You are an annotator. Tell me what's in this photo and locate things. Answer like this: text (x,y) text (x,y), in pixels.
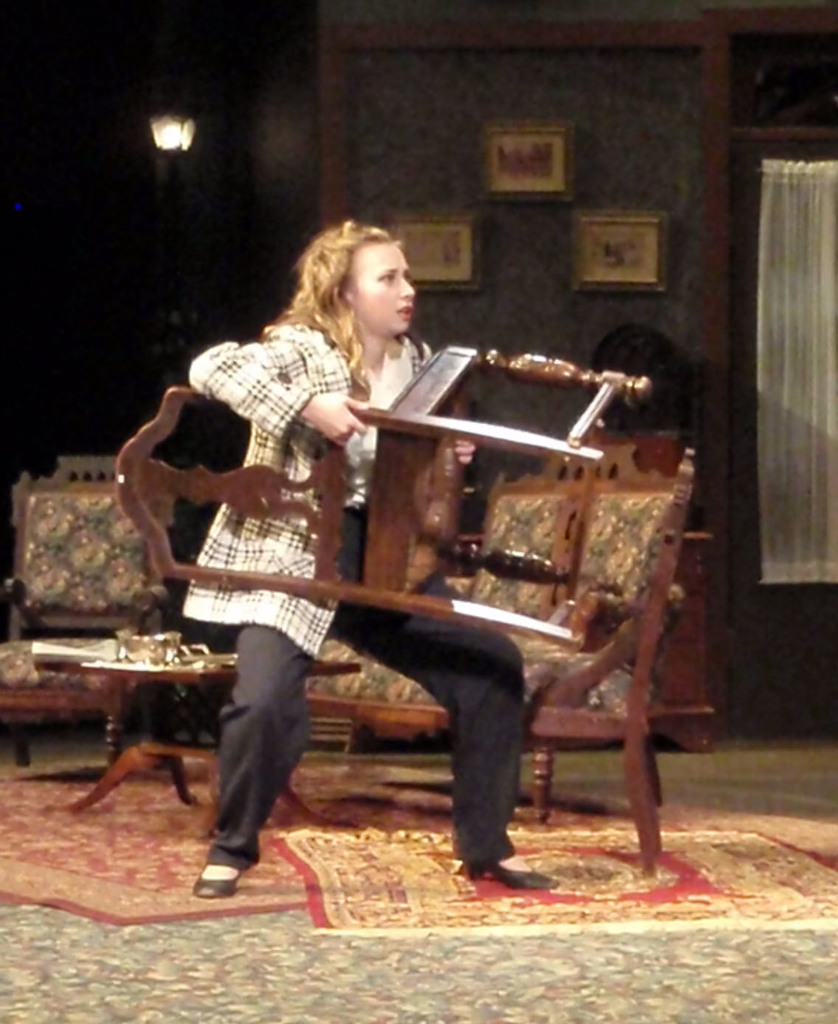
In this picture we can observe a woman (285,440) wearing a white color shirt (265,600) and holding a brown color chair (218,484) in her hands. Behind her there is a table (74,665) and some chairs (91,558) which were in brown color. We can observe a carpet (269,905) on the floor (685,938). In the background (612,279) there are some photo frames (473,270) fixed to the wall (544,117). We can observe white color curtain (761,202) and a lamp (173,124) here.
